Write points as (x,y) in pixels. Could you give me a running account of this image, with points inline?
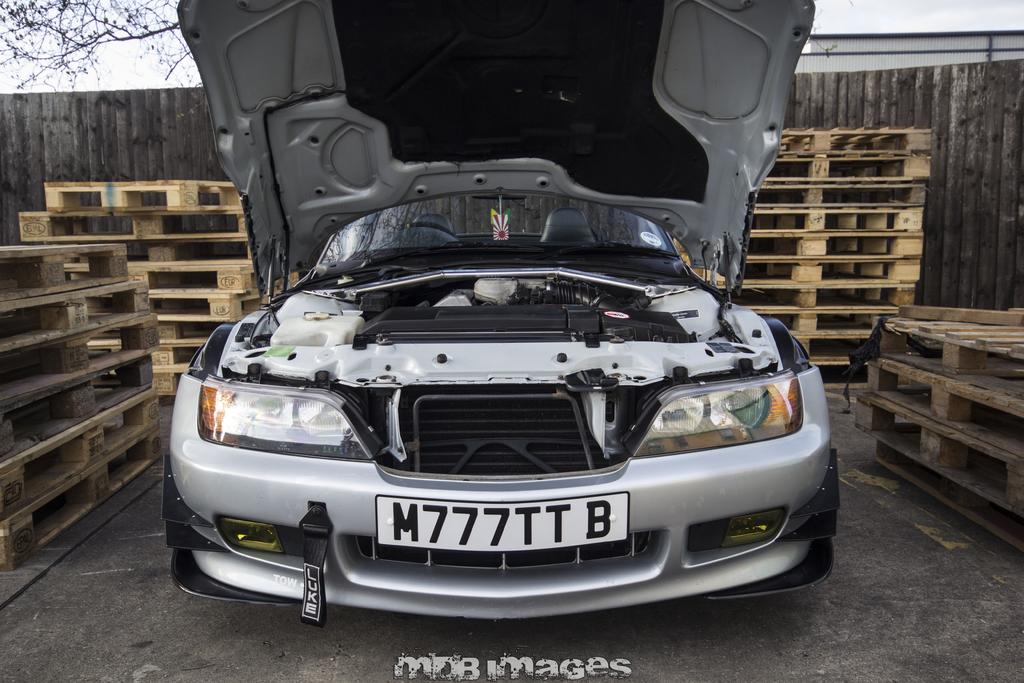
In this image I can see a car (415,351) in the centre (653,281) and in the front of it I can see something is written on a board (480,502). I can also see number of wooden things (922,438) on the both side and behind the car (356,268). In the background (33,27) I can see branches (63,39) of a tree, a building (852,60) and the wall (965,143).
